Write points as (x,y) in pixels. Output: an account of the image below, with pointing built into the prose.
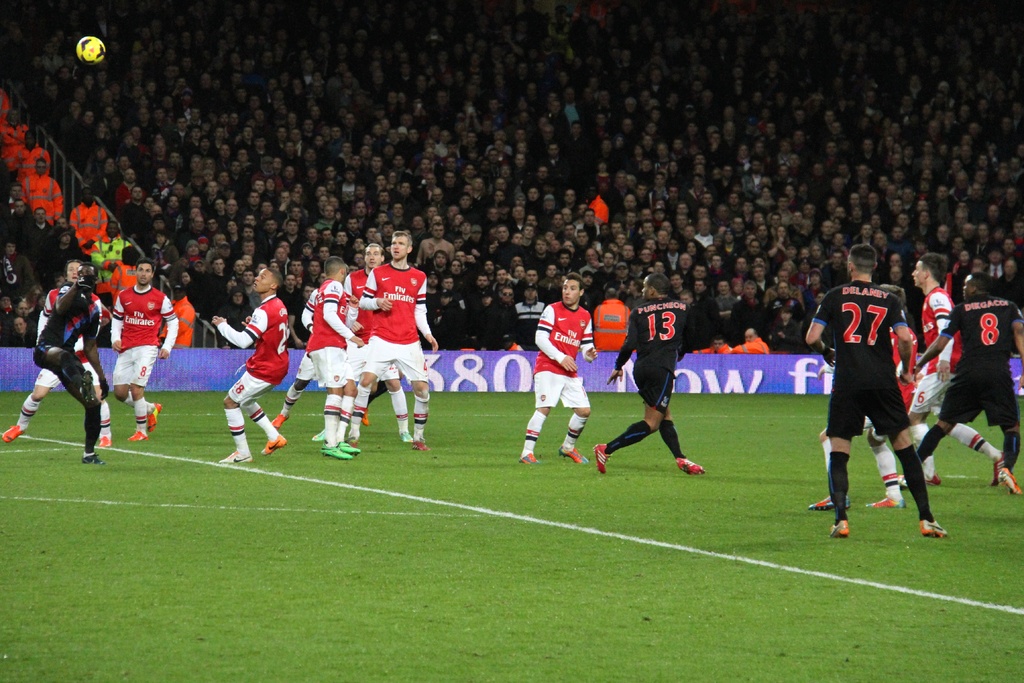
In this image there are players (954,326) playing football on a ground (76,449), in the background (114,256) there are people (408,197) sitting on chairs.
